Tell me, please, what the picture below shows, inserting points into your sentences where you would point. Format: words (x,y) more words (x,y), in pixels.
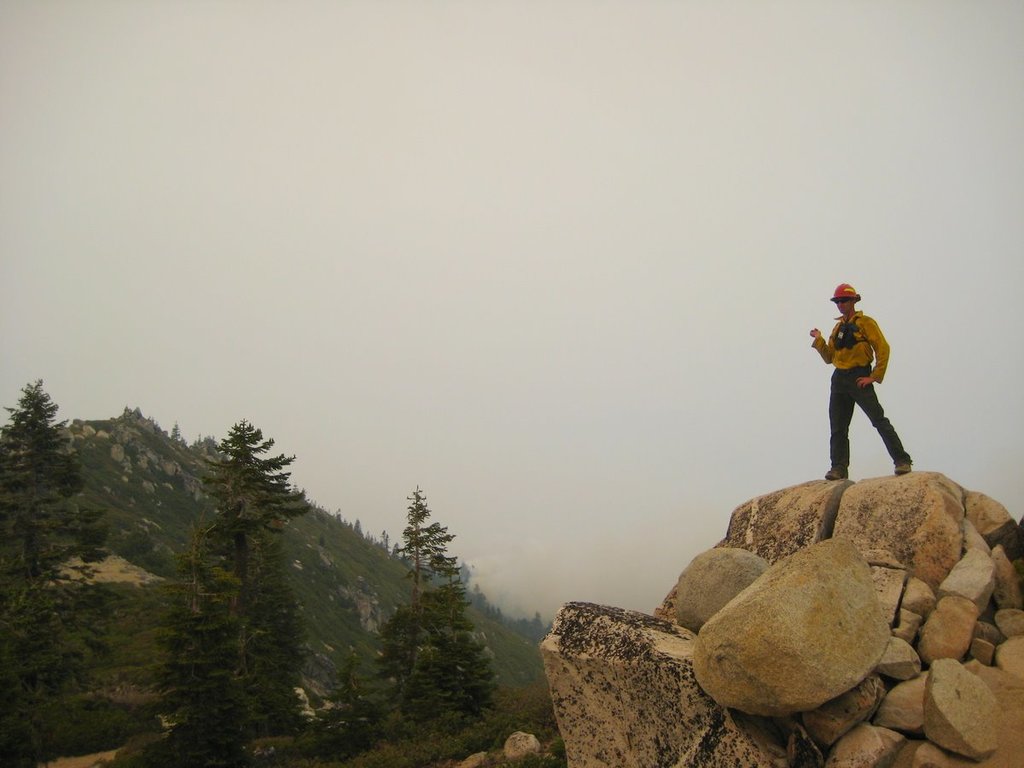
In this picture we can see a person (841,371) standing on rocks (804,649) and in the background (483,654) we can see trees (459,630), mountain (365,654), sky (443,204).
